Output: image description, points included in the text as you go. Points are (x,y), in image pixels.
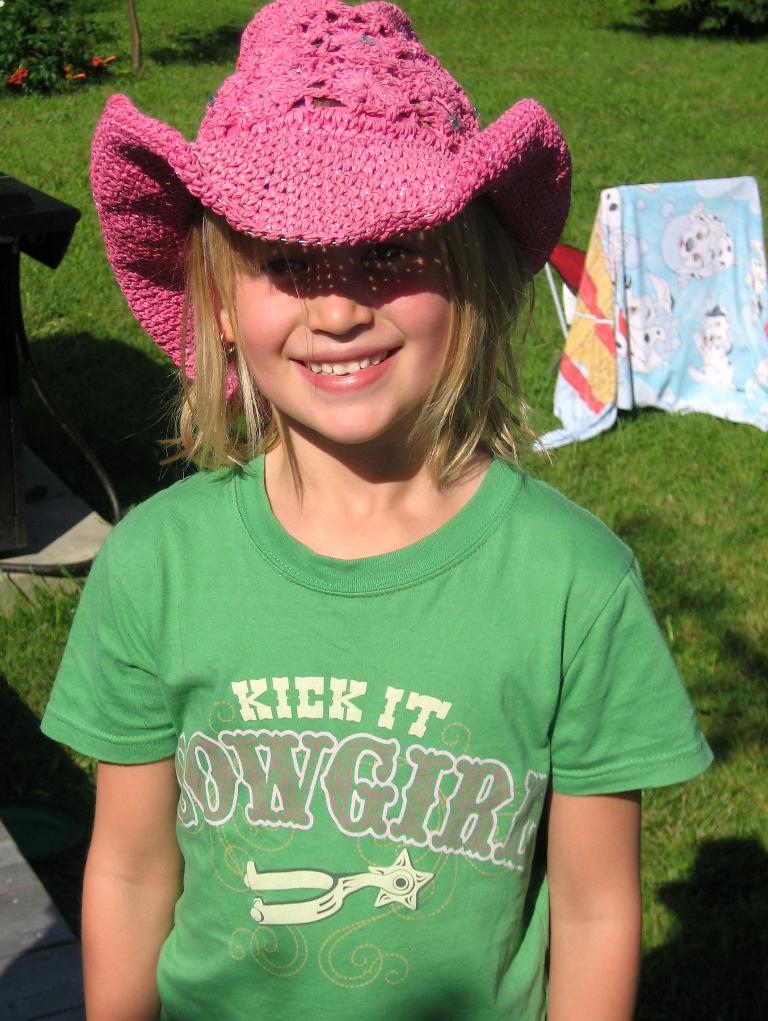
In the center of the image (315,391) we can see kid (446,697). In the background (688,279) we can see chair (688,279), grass (634,409) and plants (104,27).
